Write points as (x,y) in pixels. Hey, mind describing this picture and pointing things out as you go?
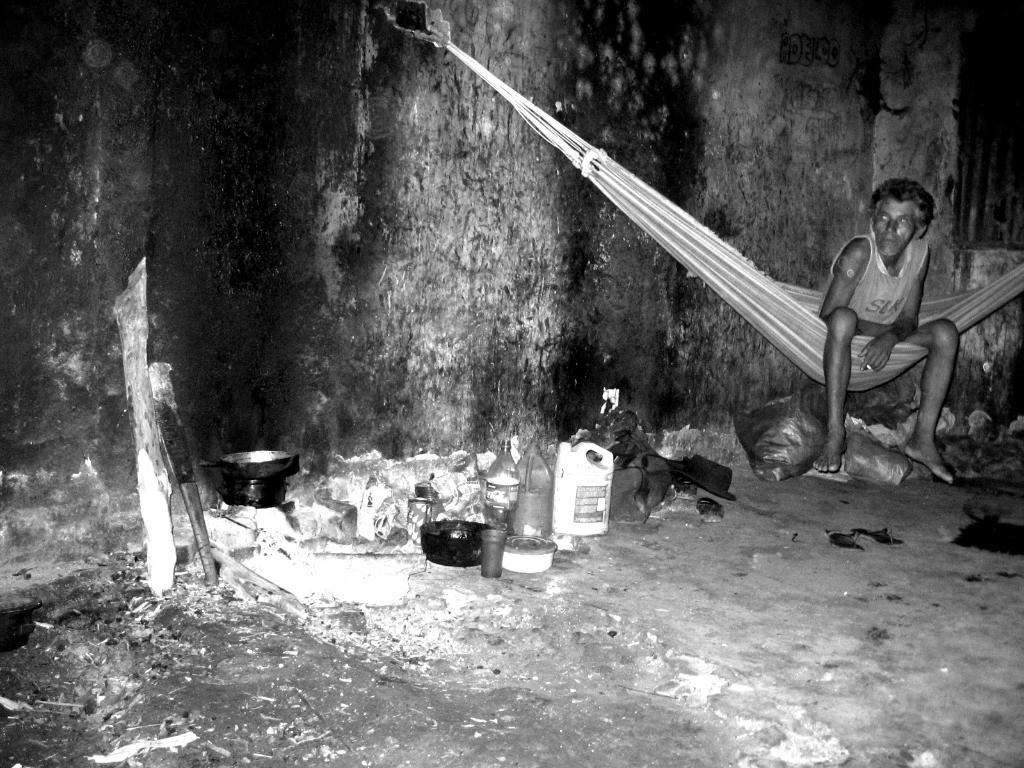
In this image I can see the black and white picture. I can see the ground (710,663), a person (833,450) sitting, on the ground (489,587) I can see a bowl (457,545), a glass (488,547), few cans (583,479), few bags (786,443) and few other objects (278,472).
